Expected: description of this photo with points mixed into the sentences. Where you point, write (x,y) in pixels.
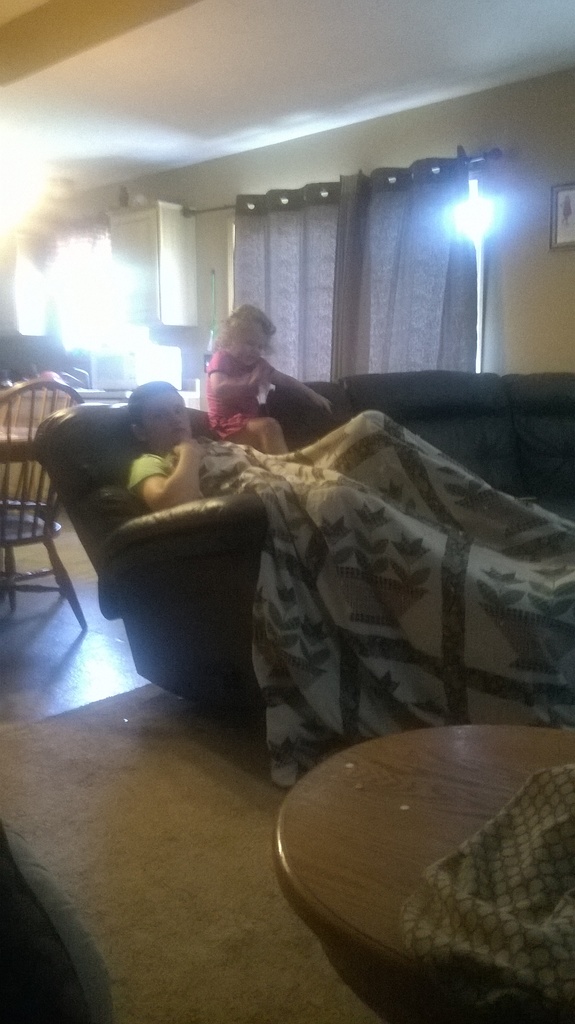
In this image i can see a boy (169,485) and a girl (221,428) is sitting on a couch (255,545). I can also see there is a chair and a table (293,846) on the floor (227,867).
